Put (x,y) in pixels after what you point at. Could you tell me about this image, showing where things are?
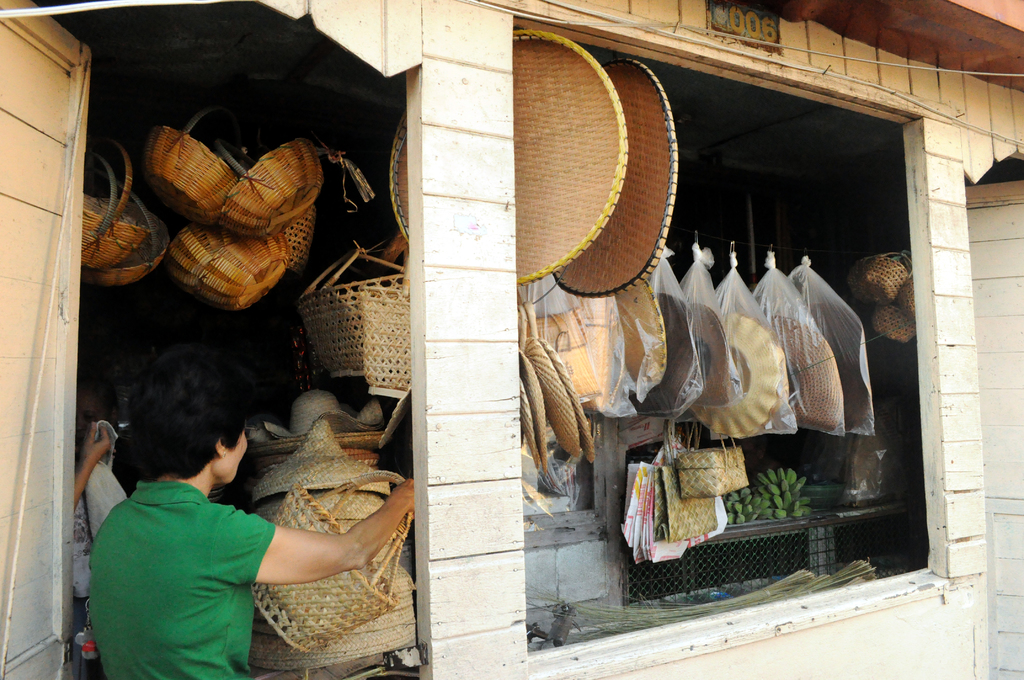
In the foreground of this image (194,566), there is a woman (189,582) wearing green T shirt (215,668) is holding a basket (376,599). On the left (32,246), there is a door (32,311). We can also see few baskets (263,239), bags (640,471) and few more objects (763,326) hanging to a rope (873,251) inside the store (785,522). At the bottom (770,595), there are broomsticks (750,599).
